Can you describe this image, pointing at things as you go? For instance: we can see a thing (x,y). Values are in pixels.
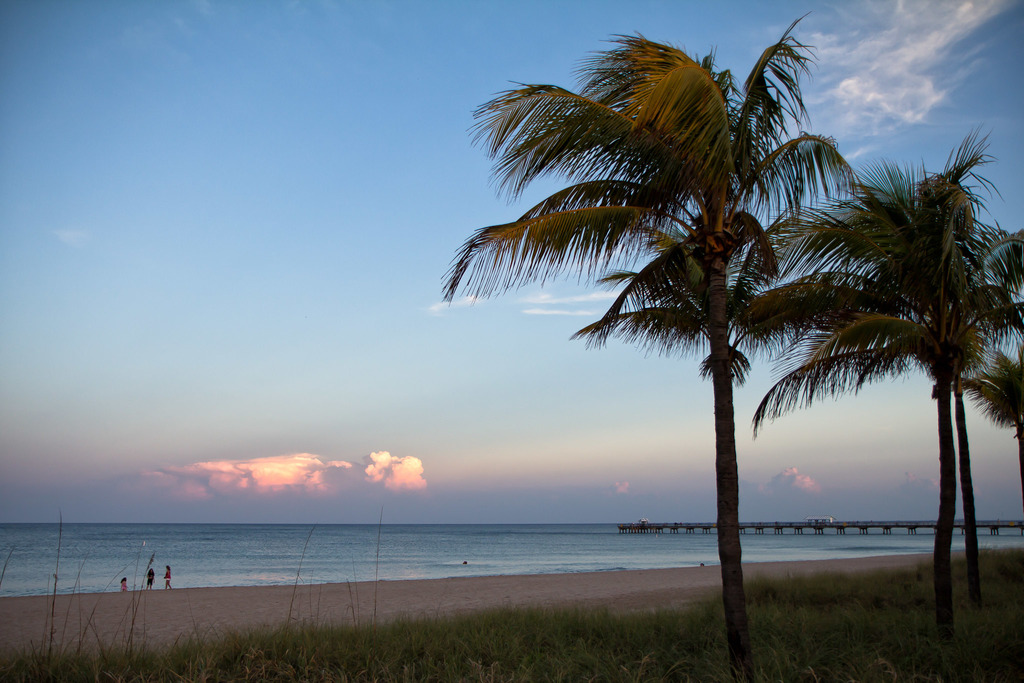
In this image I can see grass (827,633), few trees (1018,391), beach (495,592), water (28,531), clouds (276,466), the sky (278,318) and over here I can see few people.
